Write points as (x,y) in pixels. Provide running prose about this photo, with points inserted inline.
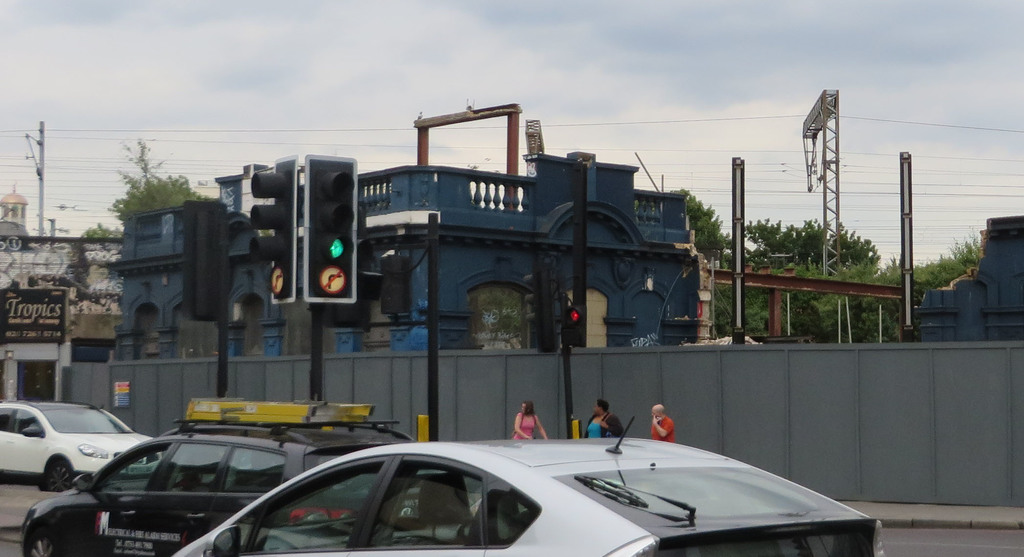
In the background (229,25) we can see the sky (840,47), a dome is visible, trees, poles (573,218), transmission wires (49,179), building (118,320), traffic signals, tower (825,223), compound wall (102,379). In this picture we can see the compound wall (1001,404), people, boards (6,307). We can see the vehicles (76,465) on the road (29,485).
